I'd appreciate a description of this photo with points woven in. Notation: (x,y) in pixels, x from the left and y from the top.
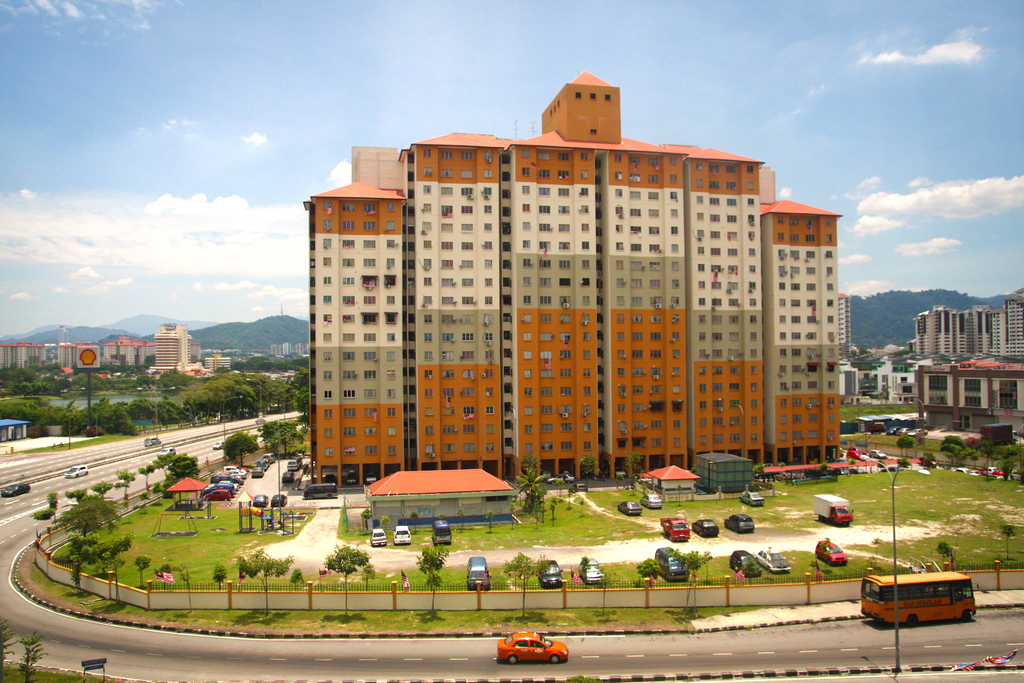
In this image, we can see buildings (662,371), hills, sheds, trees (184,384), boards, lights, poles (225,442), railings (275,589) and we can see vehicles (372,479) on the road (601,643) and ground (761,529). At the top (180,142), there are clouds (141,208) in the sky (182,194).
